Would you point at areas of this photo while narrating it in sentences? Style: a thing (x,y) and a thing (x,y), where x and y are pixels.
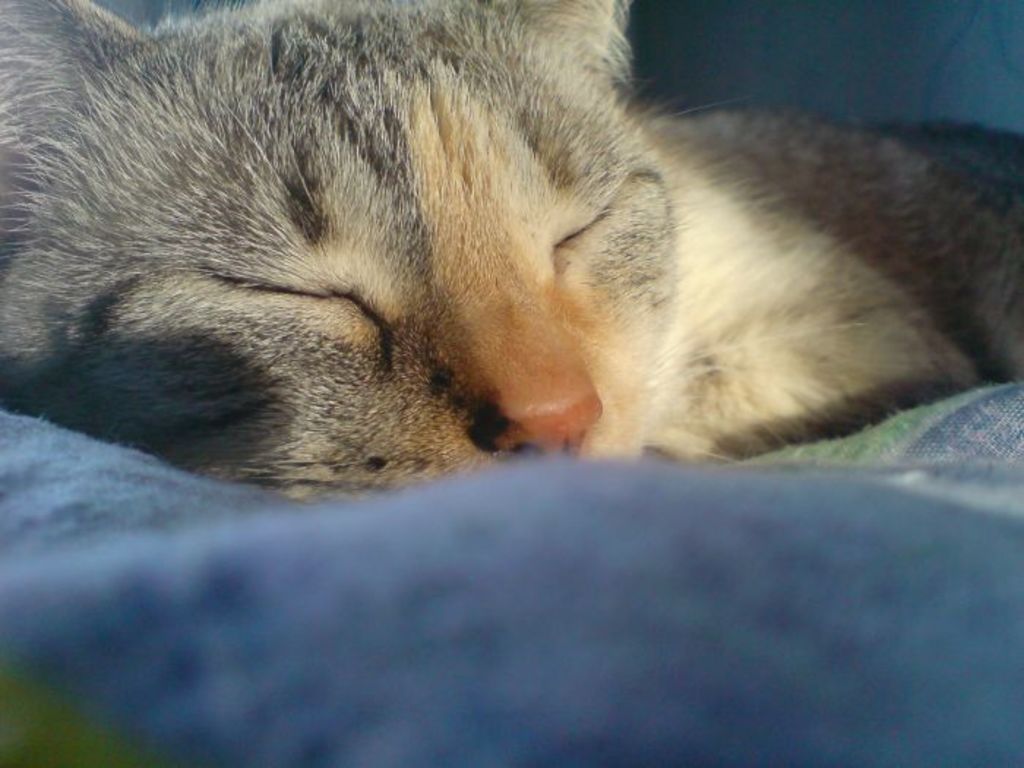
In this picture we can see a cat (500,386) is sleeping. At the bottom portion of the picture (506,614) it seems like a blanket (436,638).
